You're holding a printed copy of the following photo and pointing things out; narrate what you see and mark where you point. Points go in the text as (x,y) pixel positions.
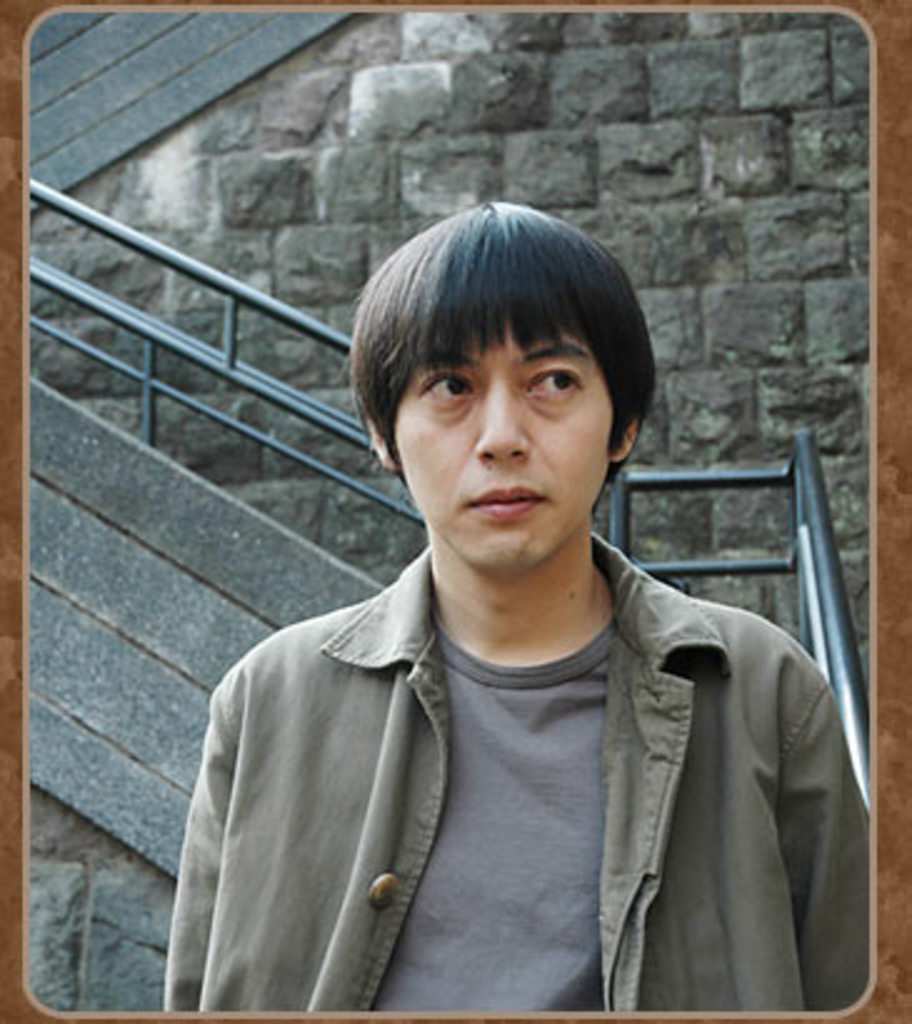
A person (434,694) is standing and watching towards right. Behind him there is fencing (791,548) and a stone wall (592,139).
